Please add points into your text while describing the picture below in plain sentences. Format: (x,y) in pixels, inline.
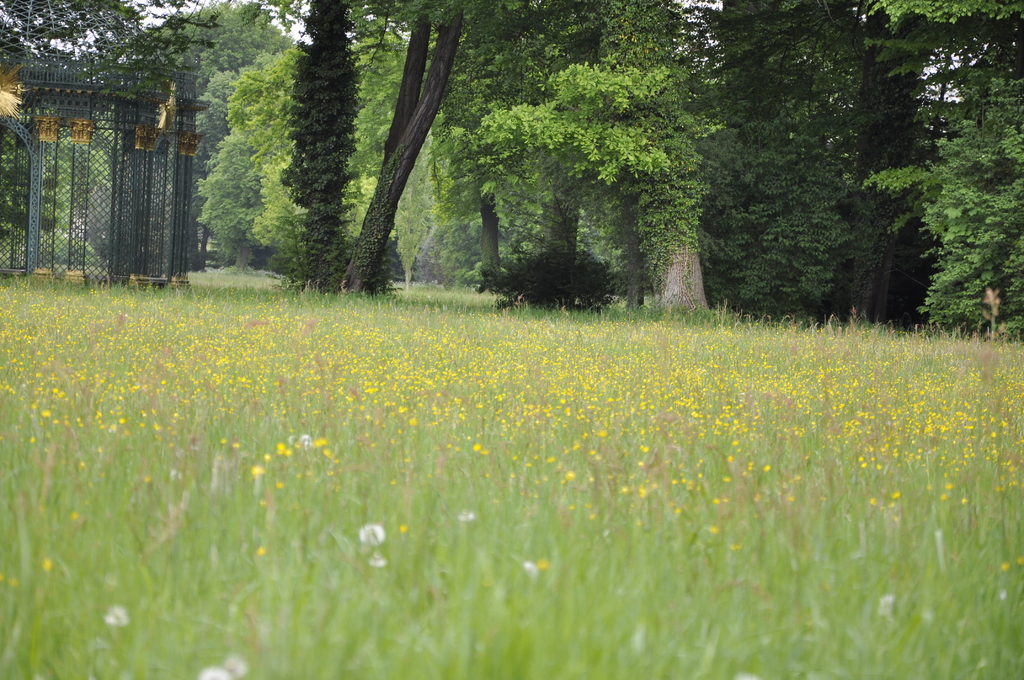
In this picture we can see few flowers (367,382), grass (536,525) and trees (477,114), and also we can find metal rods (175,194).
